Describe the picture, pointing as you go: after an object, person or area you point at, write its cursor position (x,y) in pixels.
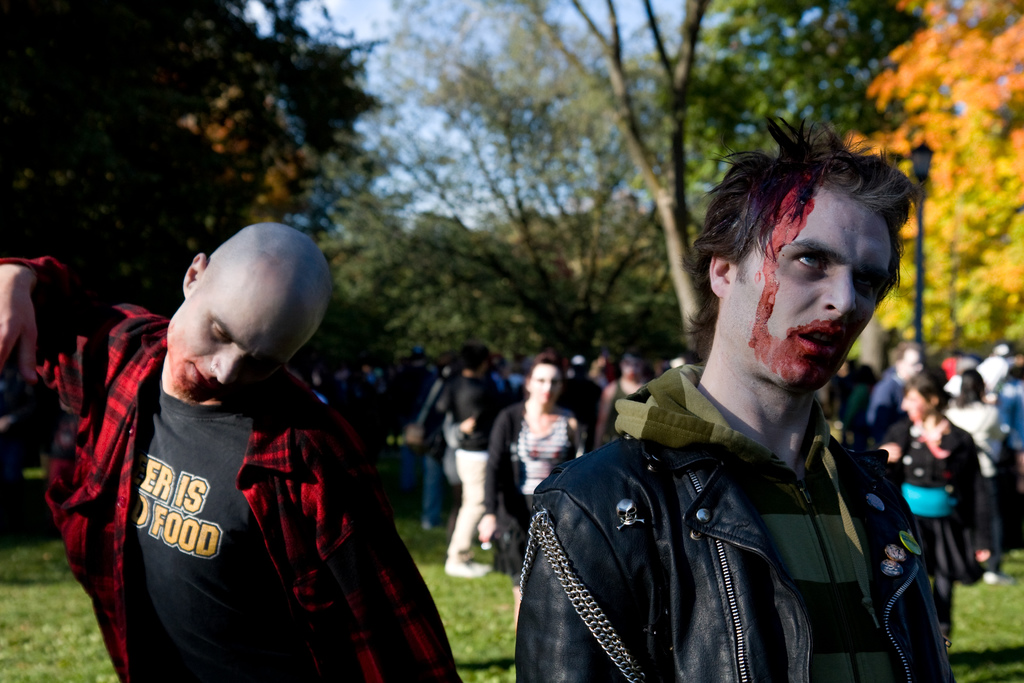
As we can see in the image there are few people (396,429) here and there, grass (478,604), trees (449,288) and sky (381,15).
